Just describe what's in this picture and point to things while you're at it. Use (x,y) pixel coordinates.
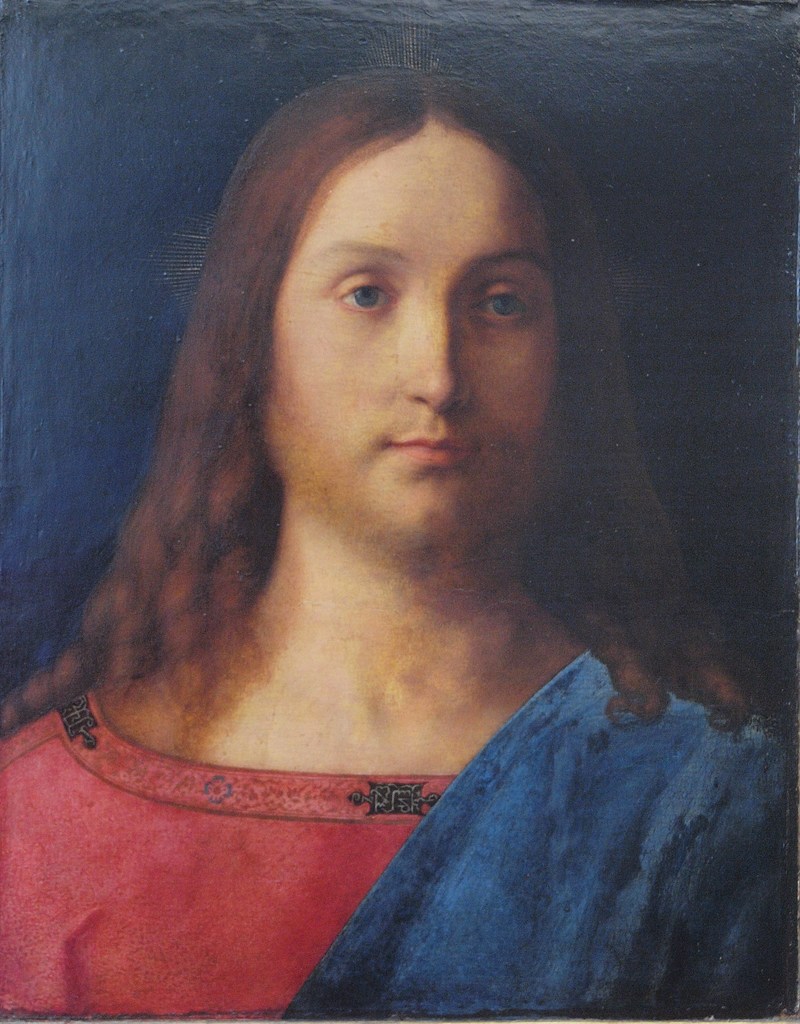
In this picture there is a painting (631,306) of a person (600,494). At the back (741,433) there is a blue background (727,436).
